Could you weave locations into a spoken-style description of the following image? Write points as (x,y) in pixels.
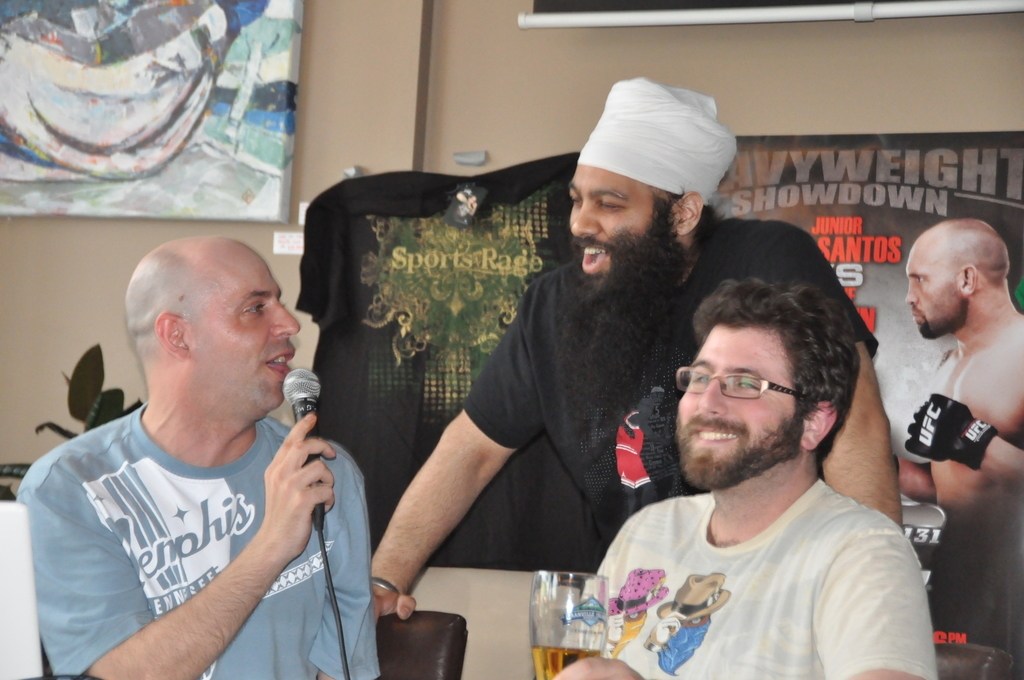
In this image there are three persons (172,478). On the left side (223,421) the person (301,454) is holding a mic (317,508). On the right side (764,611) the person (673,539) a glass (568,654). At the background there is a board (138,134).
